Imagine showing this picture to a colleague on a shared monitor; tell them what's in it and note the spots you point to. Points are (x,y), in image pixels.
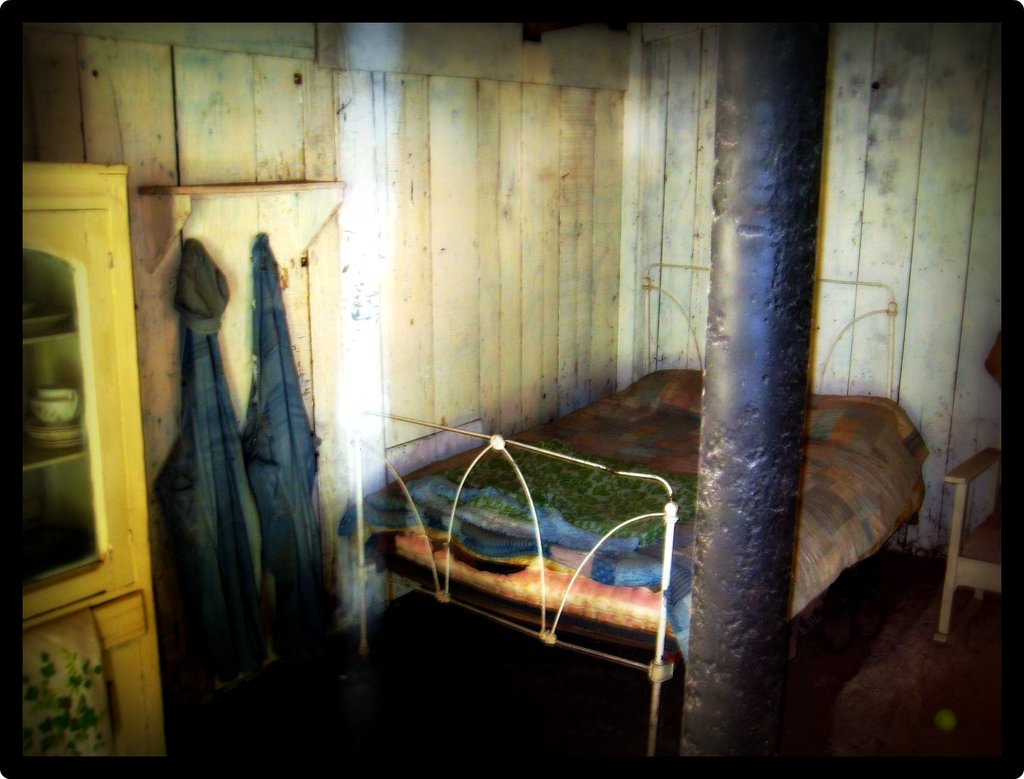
There is a cot (537,508) with bed (609,537). Also there is a pillar (758,438). In the back (438,269) there is a wall (293,287). Also there are dresses (261,409) hanged on the wall (240,351). There is a cupboard (92,506). Inside the cupboard (44,503) there are some items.
